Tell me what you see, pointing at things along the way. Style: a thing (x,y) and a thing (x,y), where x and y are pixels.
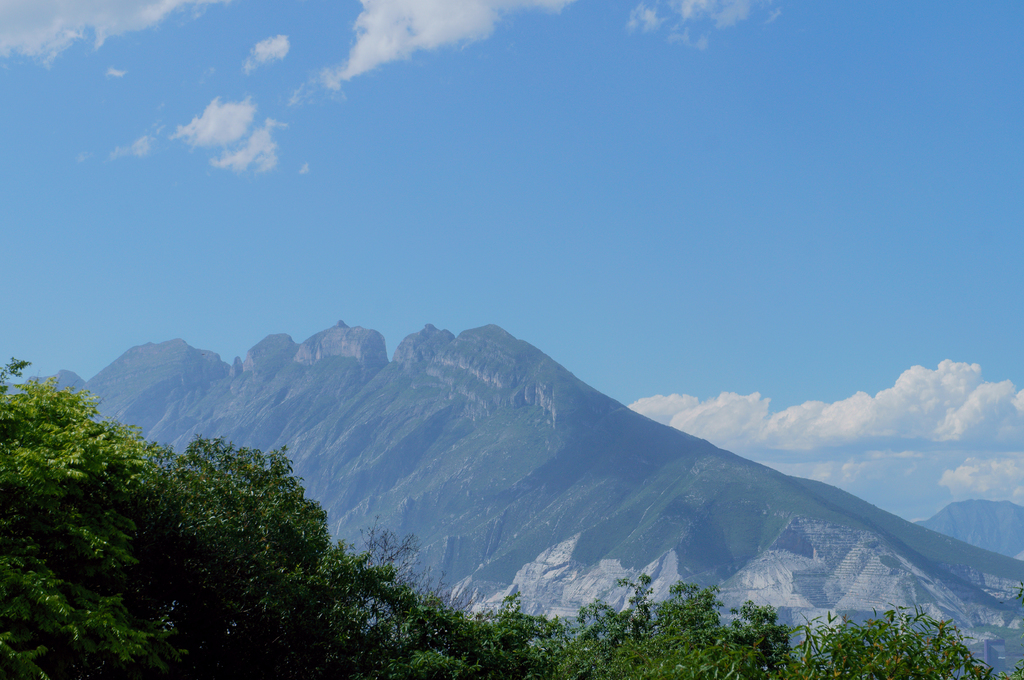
In this picture we can see mountains (489,445), trees (110,542) and in the background (674,331) we can see the sky (703,149) with clouds (393,11).
